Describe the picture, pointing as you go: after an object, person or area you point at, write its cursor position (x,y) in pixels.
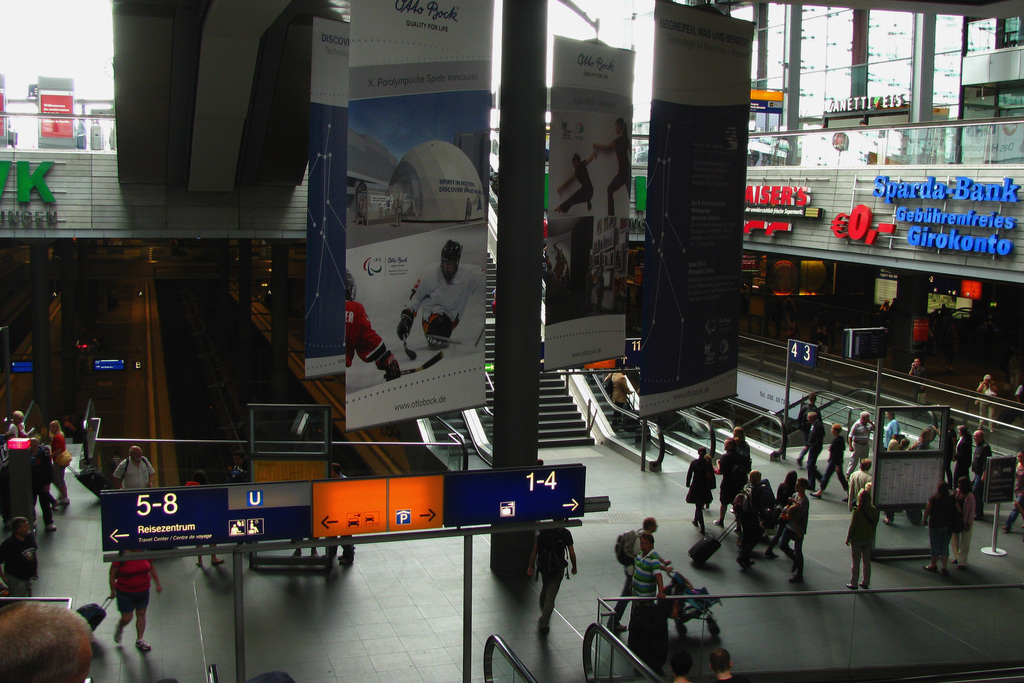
In this image we can see banners (666,271) to the pillar (529,354), boards (129,531) to the pole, people (815,459) walking on the floor (134,619), we can see escalators (711,412), stairs (558,413), name boards (950,217) and the glass building (771,121) in the background (965,95).
